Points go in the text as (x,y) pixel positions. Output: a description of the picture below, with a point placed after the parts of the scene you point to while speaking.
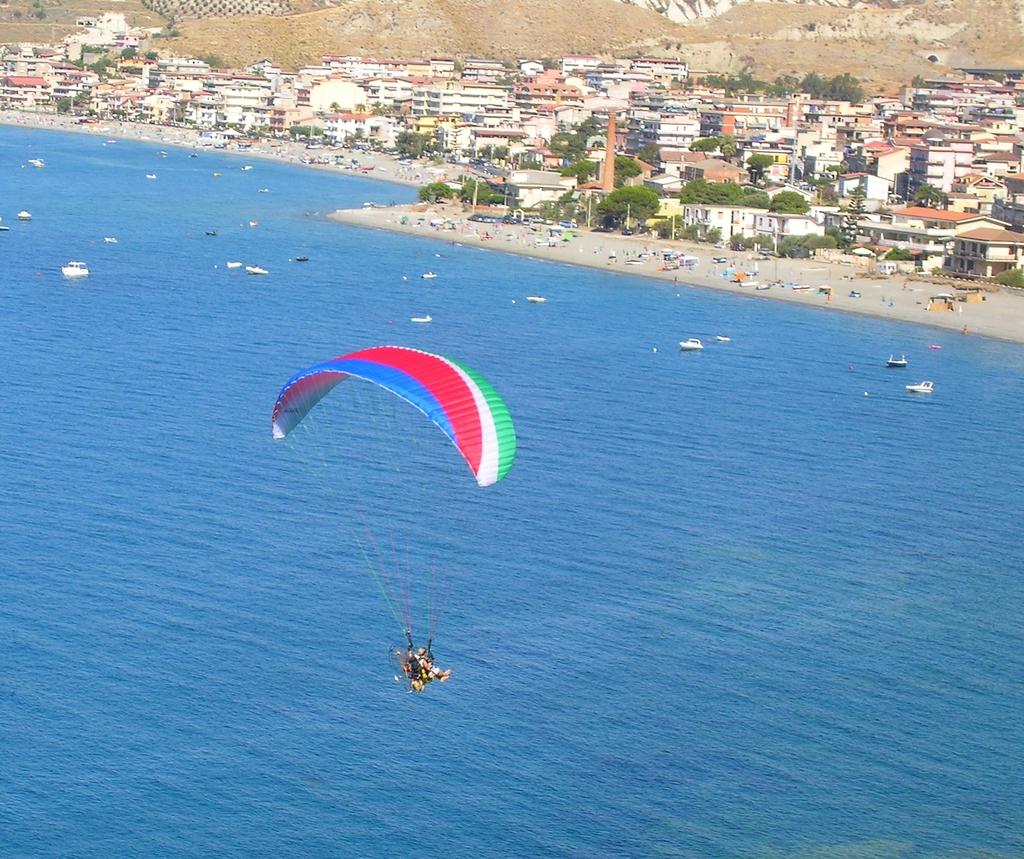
In this image we can see two people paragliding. We can also see a group of boats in a water body (600,522), some people (731,267) on the seashore (630,255), trees (604,218), buildings (537,172) and the hills (516,7).
